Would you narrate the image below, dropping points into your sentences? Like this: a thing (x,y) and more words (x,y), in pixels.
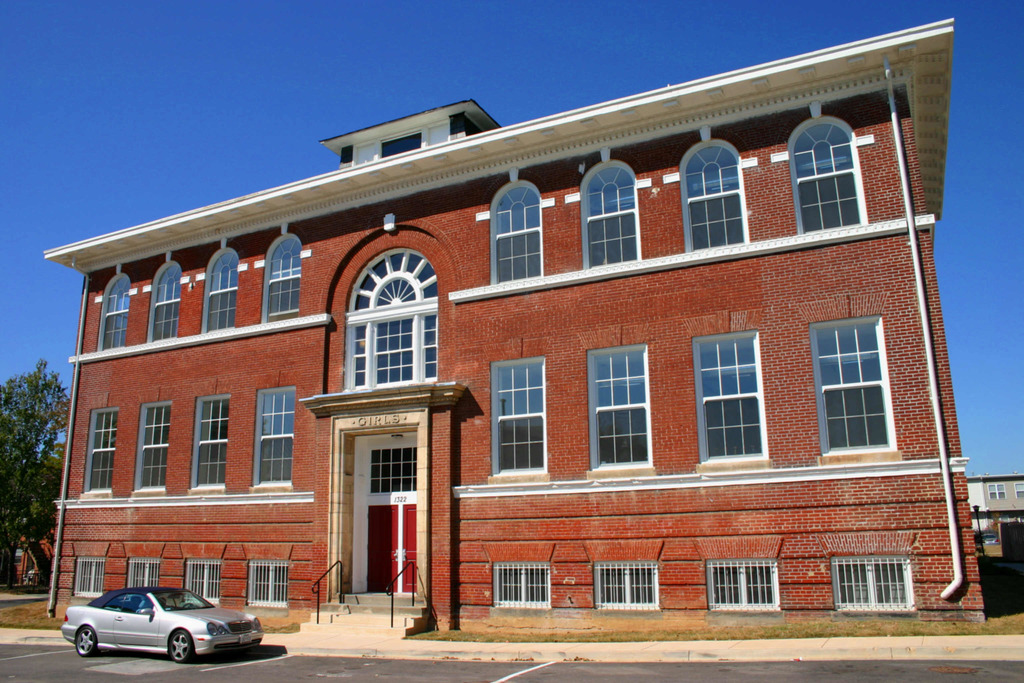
In this image we can see a car (232,626) on the road (240,664), there is a building (376,509) which has windows (81,560), door (397,575), stairs (375,608). There are trees (3,561) on the left (41,488). There are buildings (1011,511) on the right (1007,516).
